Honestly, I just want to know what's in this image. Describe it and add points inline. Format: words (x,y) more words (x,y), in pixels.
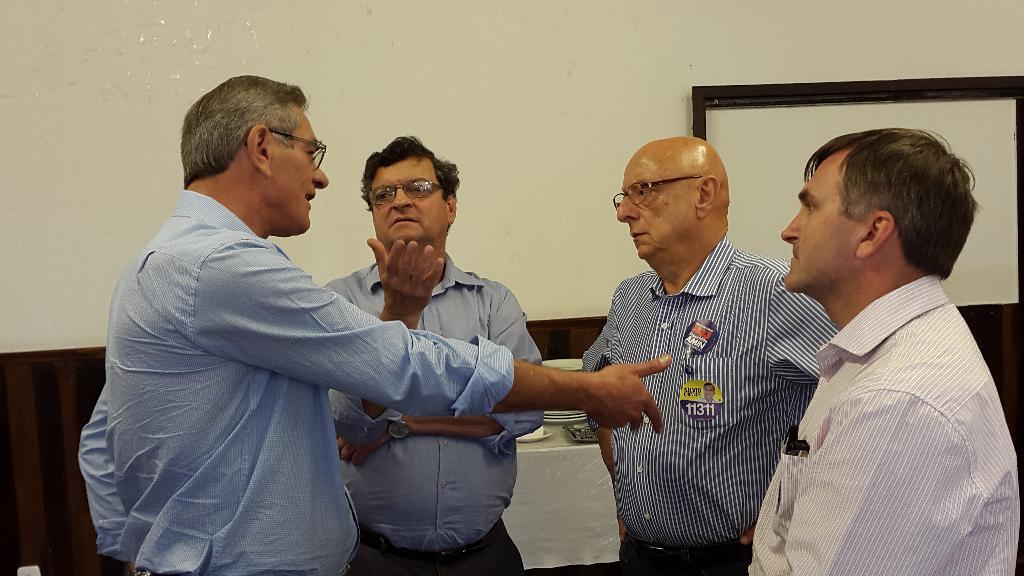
In this picture we can see four men (842,442) where a man (198,344) wore a spectacle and talking and in the background (611,148) we can see wall (517,112), table (574,454) with plates (550,416) and some objects (591,438) on it.
